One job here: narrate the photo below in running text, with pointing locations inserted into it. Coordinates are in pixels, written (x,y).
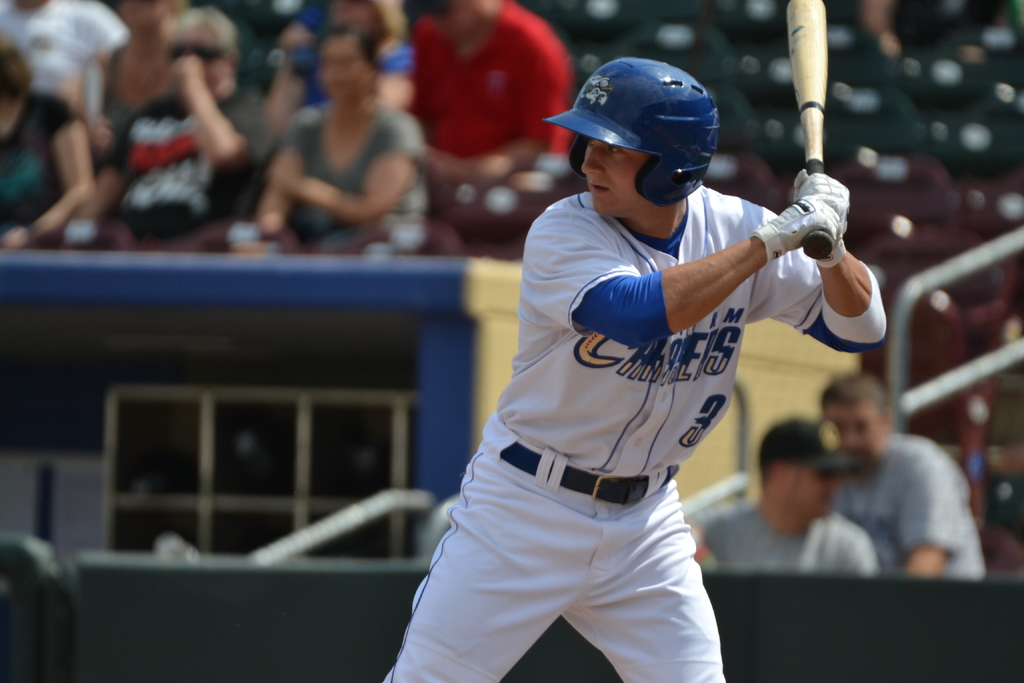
In the foreground of this image (526,378), there is a man (569,452) in white dress (586,394) holding baseball bat (813,134) in his hand (798,178). In the background (458,1), there is a crowd (432,165) sitting on chairs (434,189) and also a building (339,324) and a window (316,518).
